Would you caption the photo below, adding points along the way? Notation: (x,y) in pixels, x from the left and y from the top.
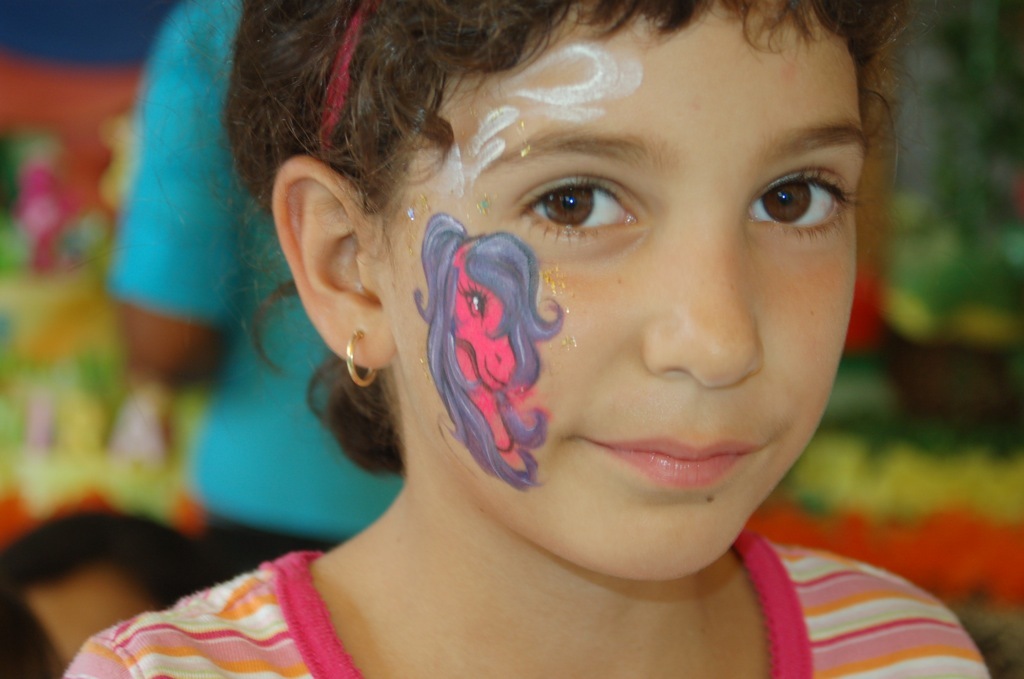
In this image I can see a child (602,323) wearing pink colored dress (270,607) and pink and purple colored paint (488,333) on the cheek (472,354). In the background (246,482) I can see another person (281,436) wearing blue colored dress (262,418) is standing and few other blurry objects (28,219).
